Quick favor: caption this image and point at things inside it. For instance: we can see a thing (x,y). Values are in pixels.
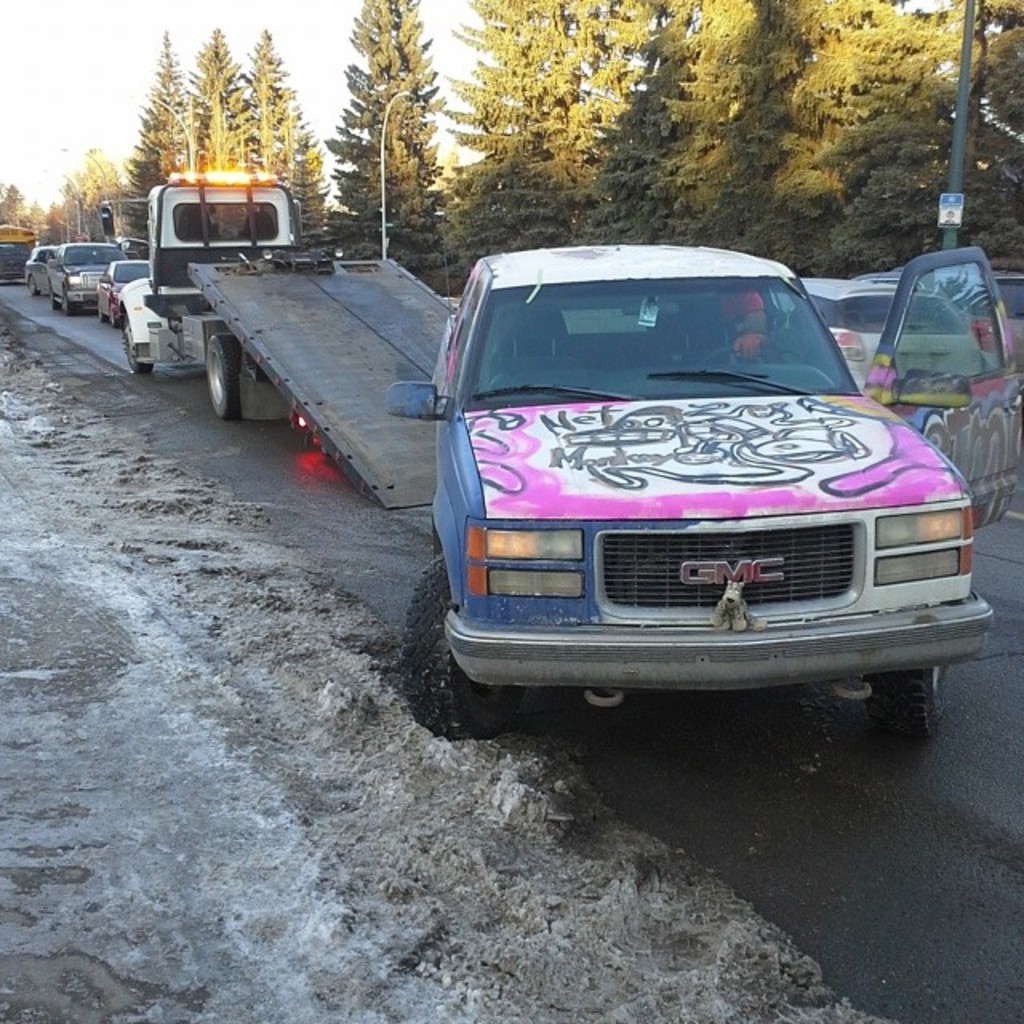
In this picture we can see a car (524,594) being towed onto a truck (341,328). There are many other vehicles (127,283) on the road (91,337) surrounded by trees (699,93).
